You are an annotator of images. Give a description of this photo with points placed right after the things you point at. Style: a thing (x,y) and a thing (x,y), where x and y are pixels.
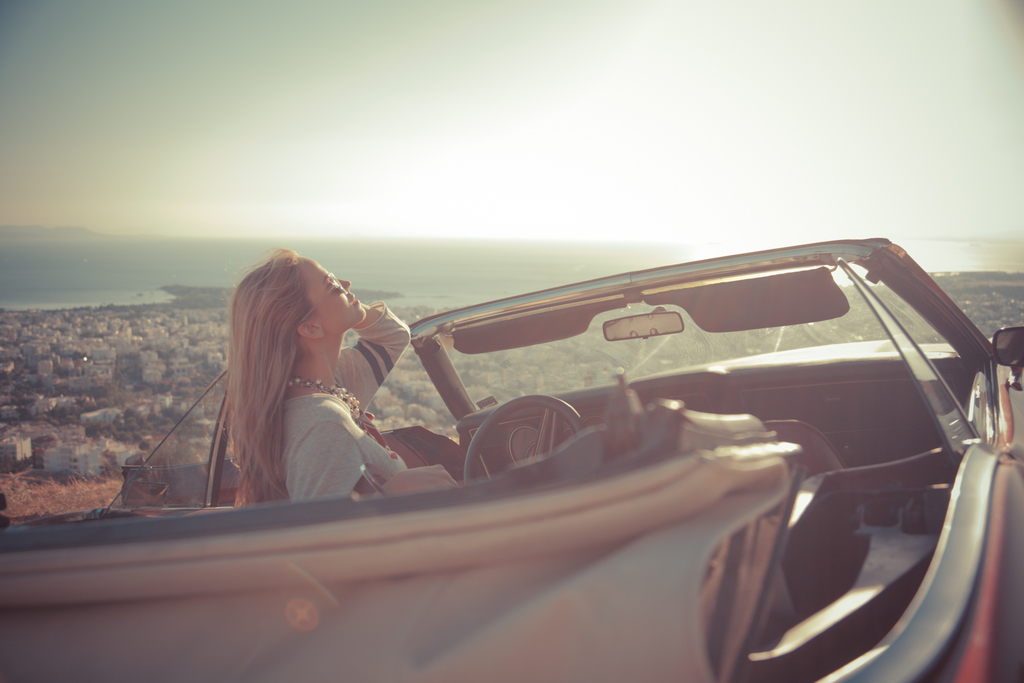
This image consists of a car (610,394) and buildings (187,331). There is a woman (252,390) sitting in that car (410,519). She wore chain (354,415) and grey color t-shirt (346,450). There are buildings (104,323) on the left side (72,374). This looks like it is in a hilly area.
